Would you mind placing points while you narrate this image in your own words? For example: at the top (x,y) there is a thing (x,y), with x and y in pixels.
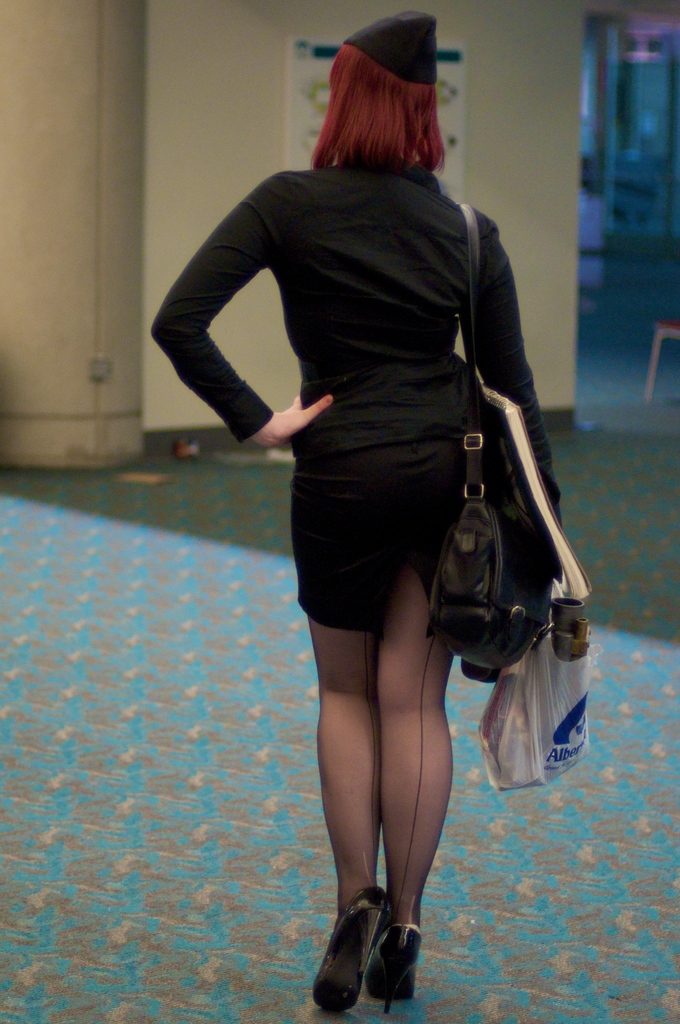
This woman (380,284) wore bag (459,599), holding book (522,458) and plastic bag (565,676). Board (453,131) is on the wall (484,68).
